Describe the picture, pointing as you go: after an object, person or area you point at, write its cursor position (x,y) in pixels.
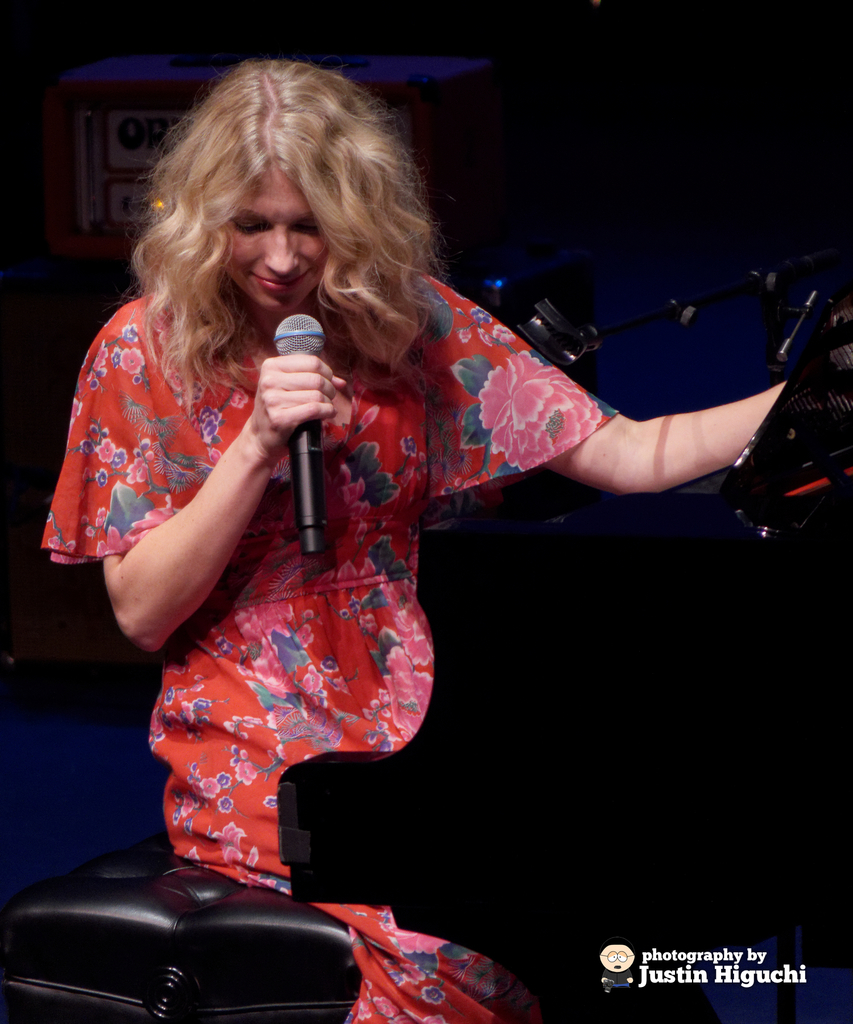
In this image we can see a woman (268,204) sitting, and wearing a red color dress (334,479), and holding the microphone (320,434) in the hand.
